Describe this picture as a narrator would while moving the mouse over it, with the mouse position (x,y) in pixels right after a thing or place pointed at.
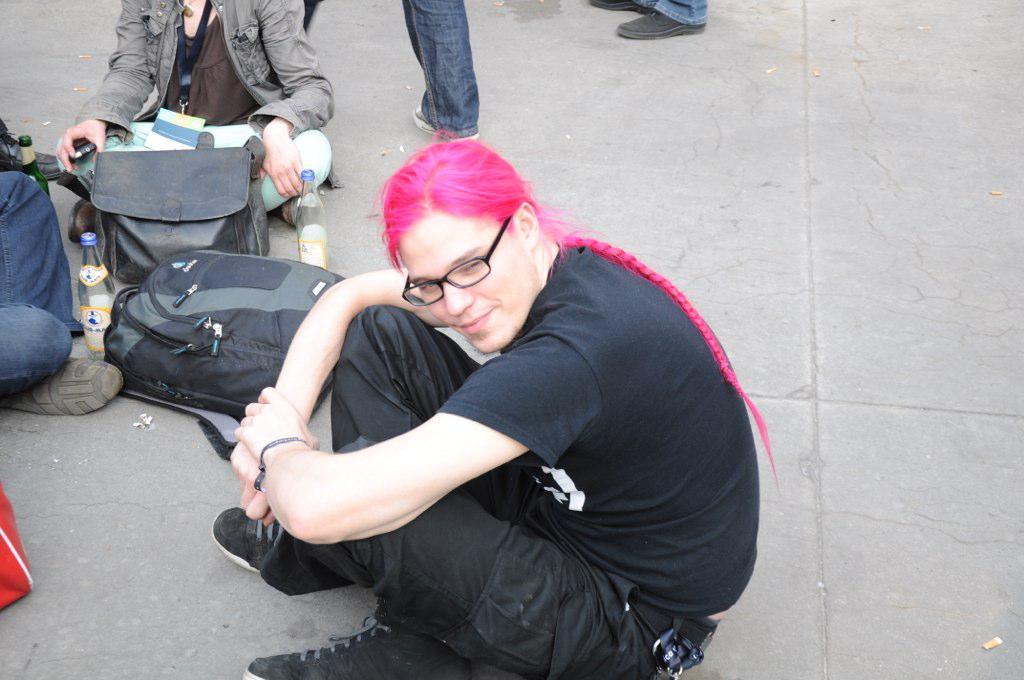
In this image I see 3 persons (371,440) who are sitting on path (139,608) and I see 2 bottles (301,237) and 2 bags (207,306) over here and I can also see another bottle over here and I see that this person (397,209) is having pink color hair (522,190) and I see legs (694,10) of 2 persons (451,39) over here and I see a red and white color thing (3,493) over here.
